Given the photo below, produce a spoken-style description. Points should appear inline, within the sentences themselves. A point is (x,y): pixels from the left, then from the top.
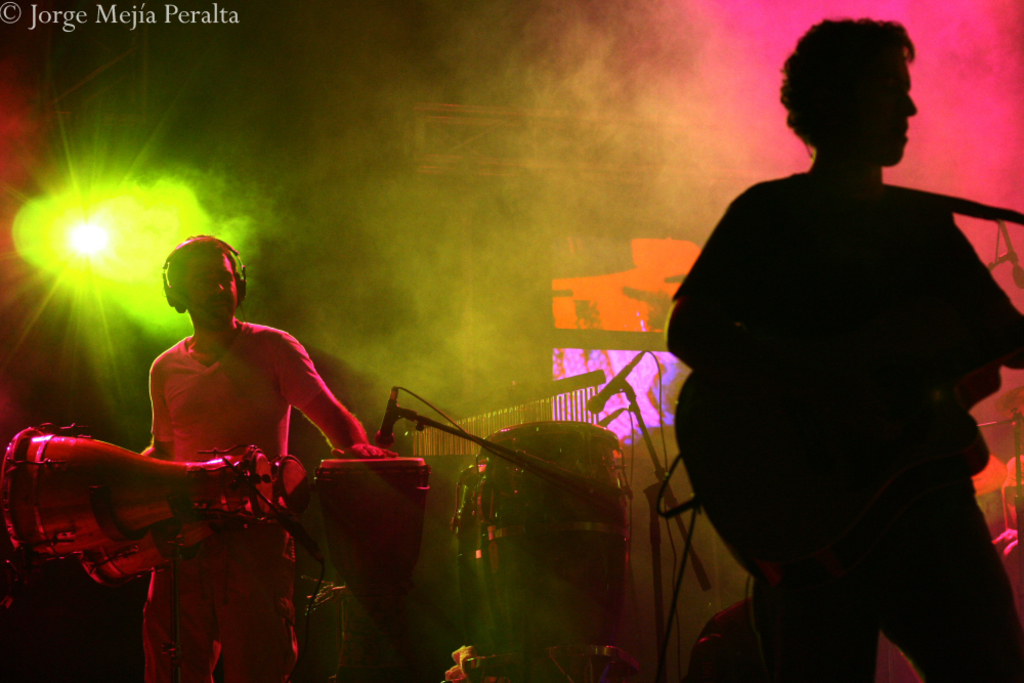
In this image i can see a person (843,603) standing and holding a guitar (742,459) in his hand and to the left of the image (280,413) and see a person (219,411) wearing a t-shirt (219,405) and pant (219,601) standing in front of few musical instruments (176,490) is wearing a headset (187,297). I can see few microphones (384,423) in front of them. In the background (594,357) I can see few screens (576,298) and a light (108,211).
